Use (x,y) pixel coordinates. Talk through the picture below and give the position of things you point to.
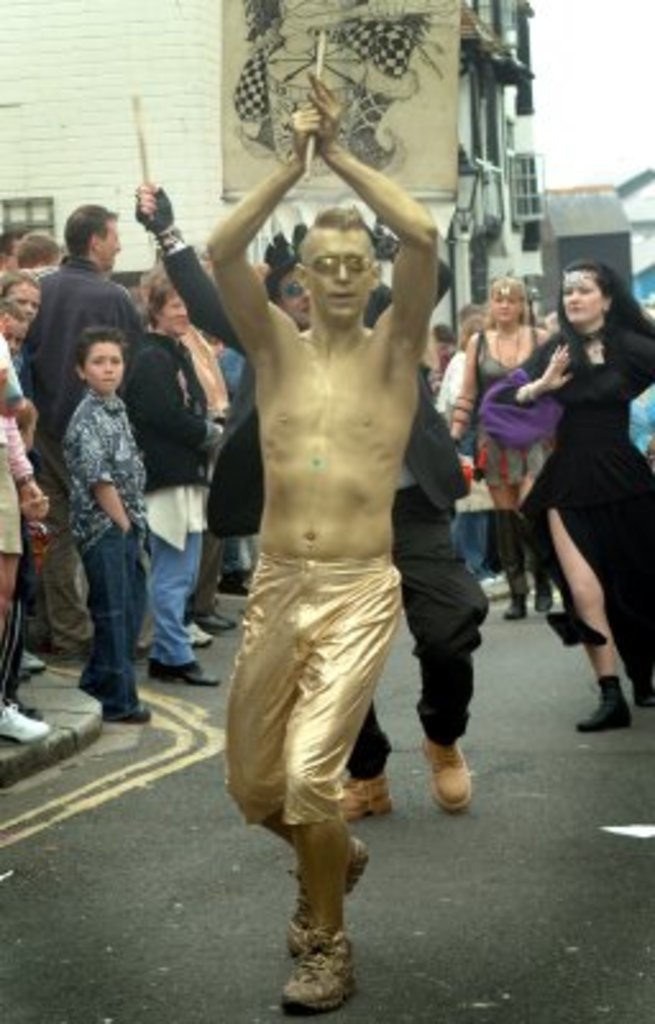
In this image, we can see a group of people (436,642). Few people (324,360) are holding some objects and doing perform on the road (460,905). Background (549,250) we can see buildings (486,251), walls (454,204), banner (238,125) and few objects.
